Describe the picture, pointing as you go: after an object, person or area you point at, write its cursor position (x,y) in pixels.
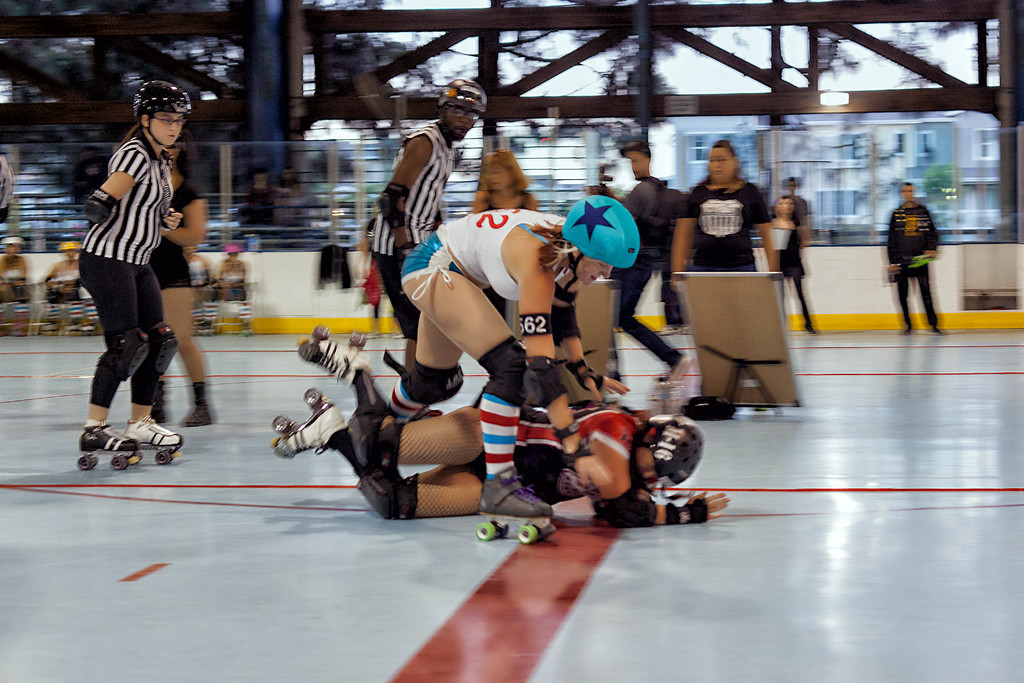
In this image, I can see few people (188,235) doing skating. This is the board (751,334), which is placed on the skating area (821,421). I can see a person (446,487) falling. I think I can see few people (73,284) sitting. The background (899,176) looks blurry.
